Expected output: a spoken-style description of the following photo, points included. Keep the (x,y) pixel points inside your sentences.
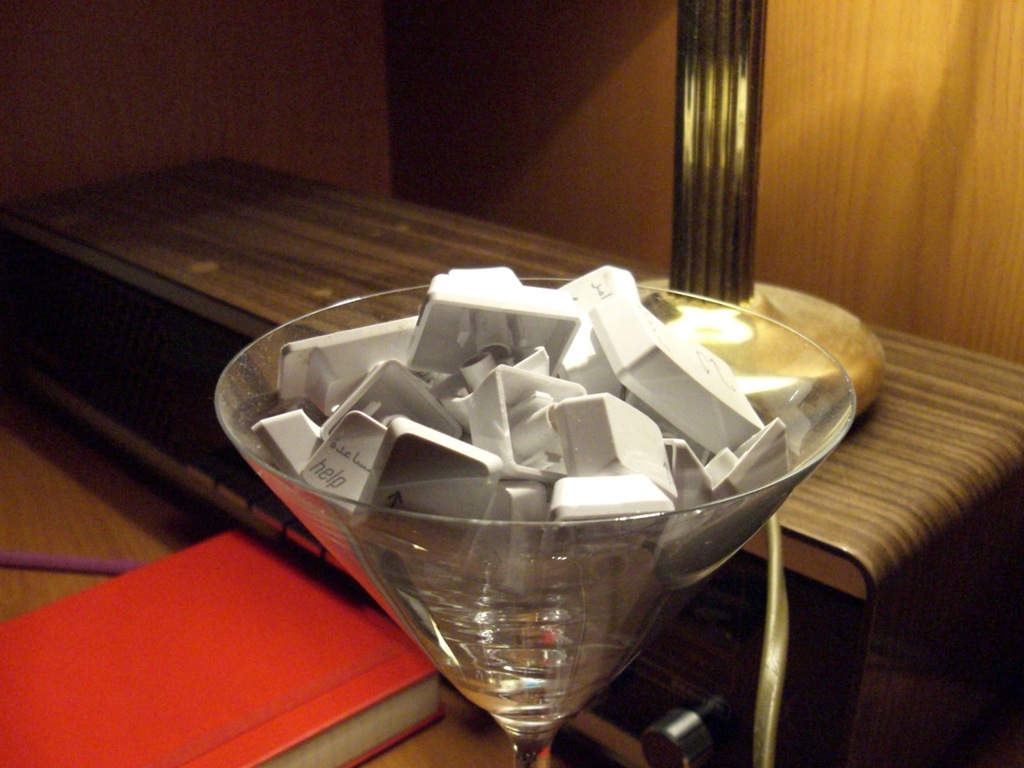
In the image in the center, we can see one table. On the table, we can see one book (177,680) and glass (534,666). In the glass (596,580), we can see some objects (606,446). In the background (551,92) there is a wall (542,223), pole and table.
